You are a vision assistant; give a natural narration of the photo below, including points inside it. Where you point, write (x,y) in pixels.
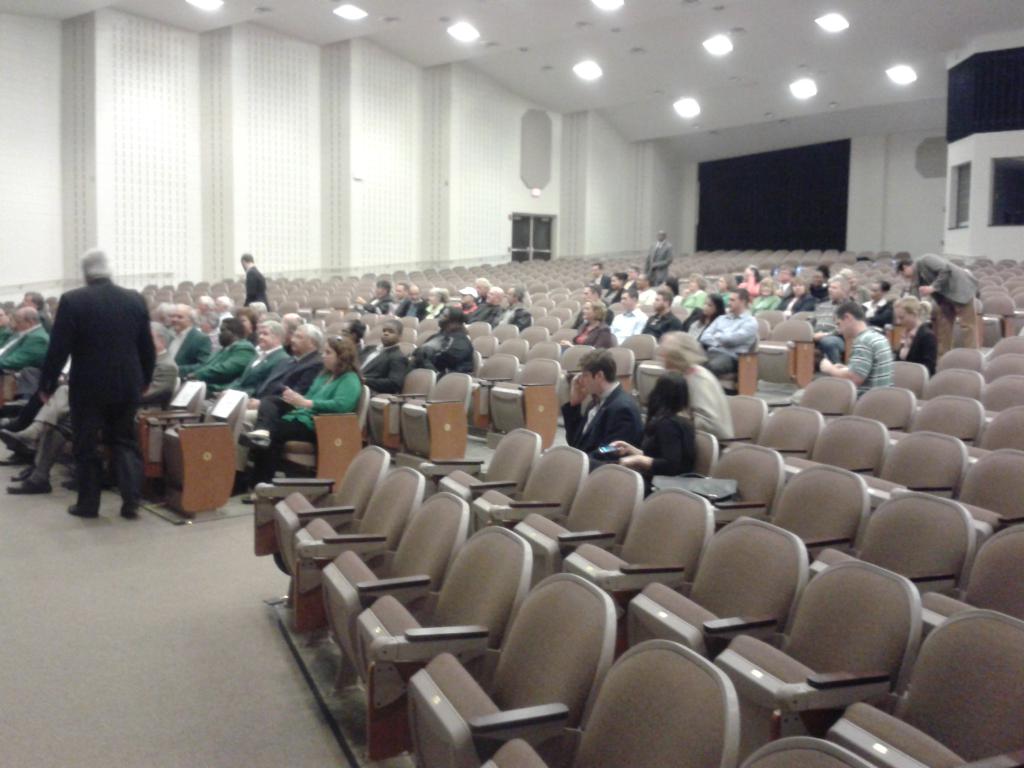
This picture shows a group of people (224,378) seated on the chair (707,766) and we see couple of them (59,368) standing and few lights (194,6) on the roof (464,17).
